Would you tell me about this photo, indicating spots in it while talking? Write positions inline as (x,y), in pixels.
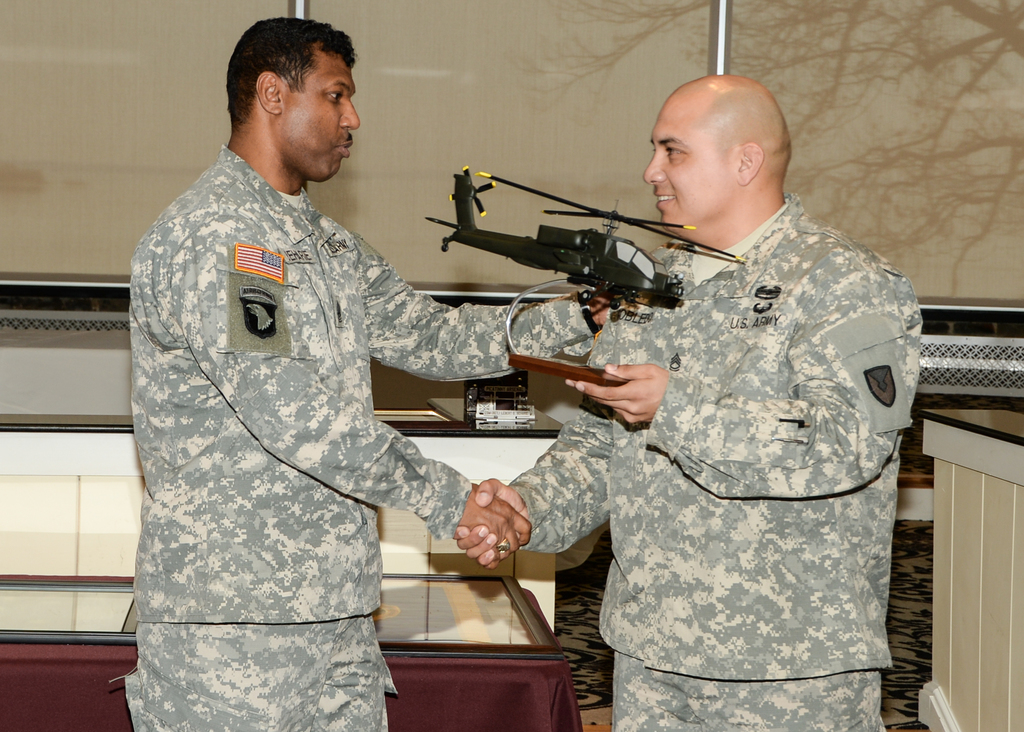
In this image there are two men (672,397) shaking their hands (517,501), one man (539,502) is holding helicopter toy (538,268) in his hand (618,390), in the background (119,310) there is a wall (960,15).
